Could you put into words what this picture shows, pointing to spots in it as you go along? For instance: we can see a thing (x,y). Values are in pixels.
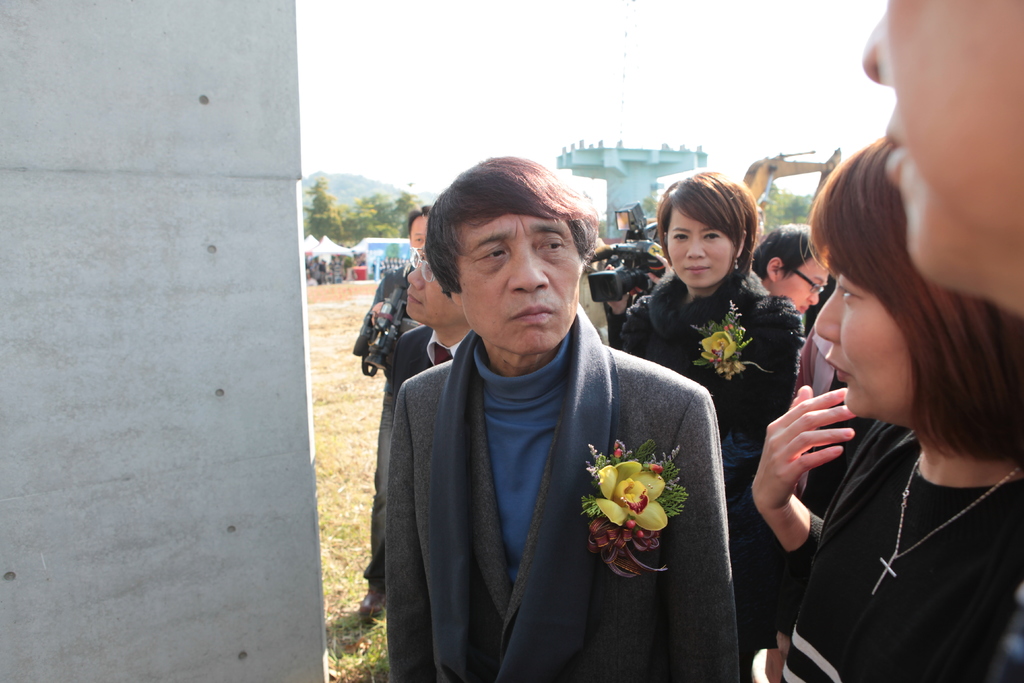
In this image we can see the people (566,408) standing. We can also see the grass (364,554), a concrete structure (633,199), trees (386,198), hill (363,194) and also the roof (328,248) for shelter (328,248). On the left (188,266) we can see the wall (270,344). Sky (685,47) is also visible.
